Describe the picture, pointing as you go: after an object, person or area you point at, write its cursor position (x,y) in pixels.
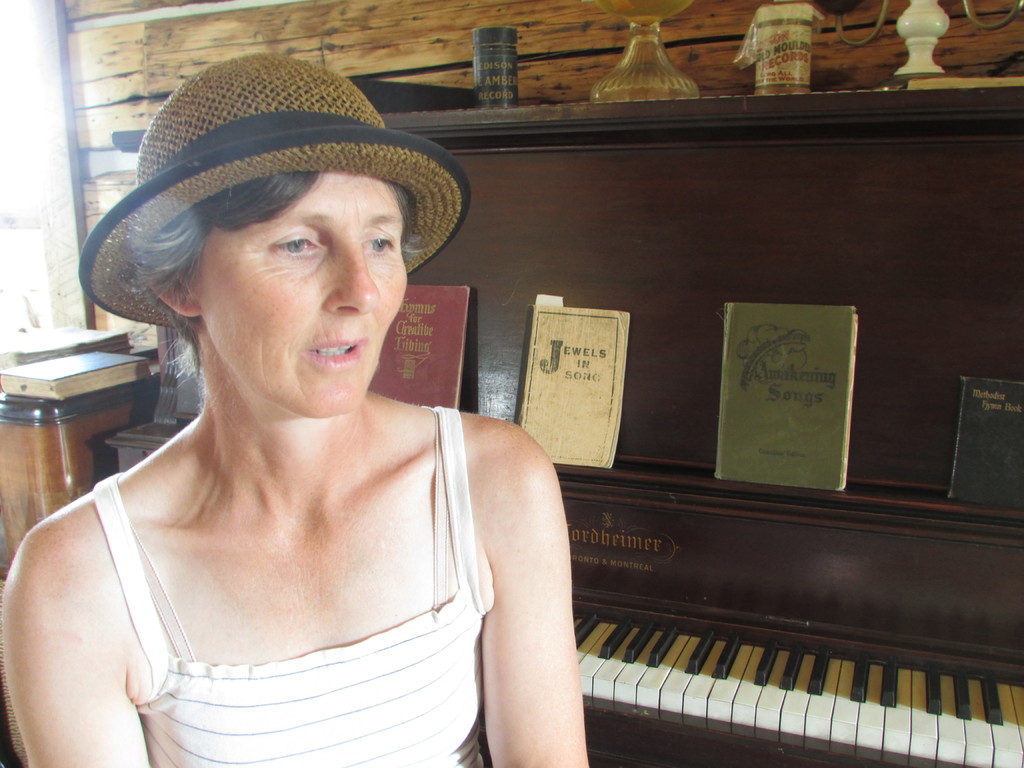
In this image I see a woman (66,753) who is wearing a hat (318,152) and there is a piano (734,753) over here, on which there are few books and other things (480,92).
